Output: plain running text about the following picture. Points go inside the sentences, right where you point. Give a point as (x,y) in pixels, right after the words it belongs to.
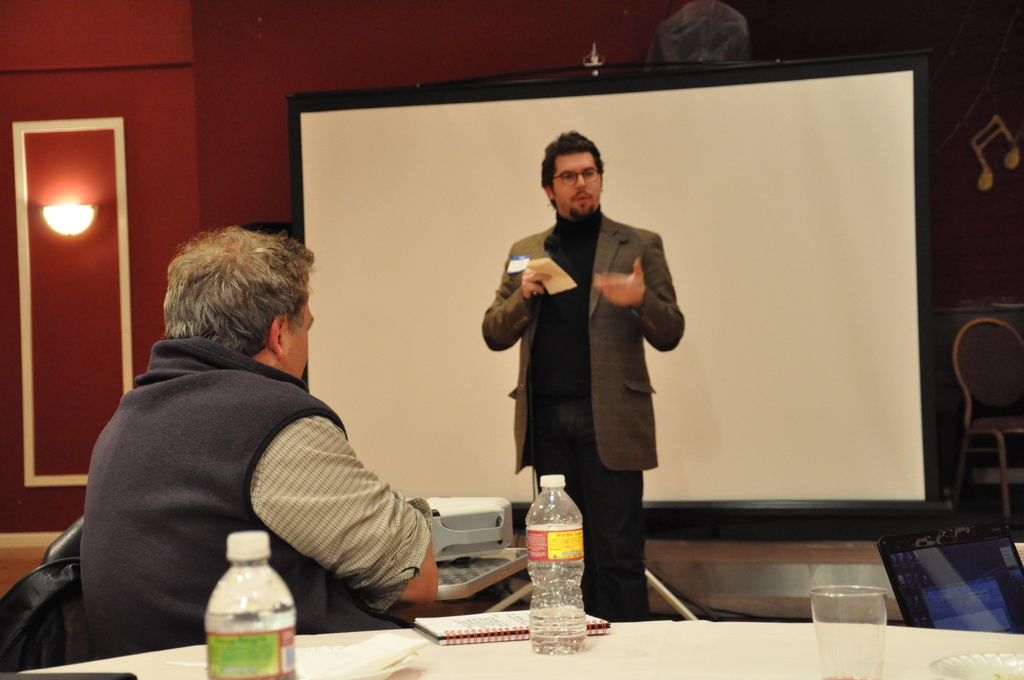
In this image I see a man (305,517) who is sitting on the chair (60,557) and I see another person (575,243) who is standing over here and he has few papers (570,279) in his hand (526,280) and there is a table (111,665) over here and we can see 2 bottles (227,582), a book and a glass (866,665). In the background (926,147) I see a white screen (322,171), wall (187,103) and the light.
